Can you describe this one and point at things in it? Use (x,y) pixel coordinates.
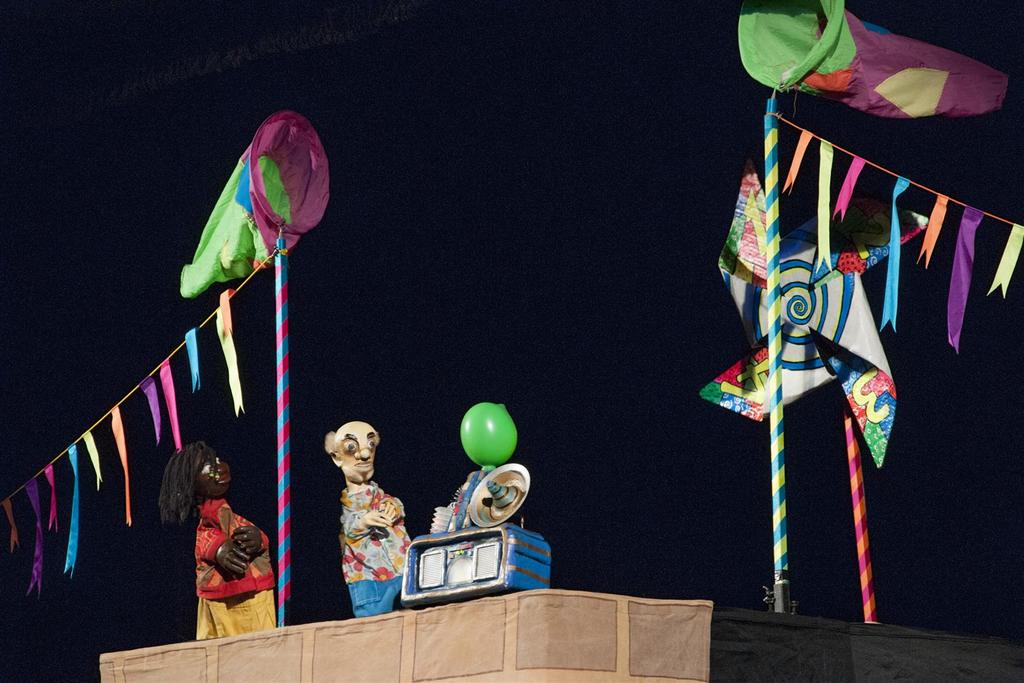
In this image I can see the stage (559,631) which is brown and black in color and on the stage (540,616) I can see two human toys (360,520), a green colored balloon (474,423) and few other objects (449,544). I can see two poles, a windmill (762,333), two nets (846,66) and the dark background (453,268).
